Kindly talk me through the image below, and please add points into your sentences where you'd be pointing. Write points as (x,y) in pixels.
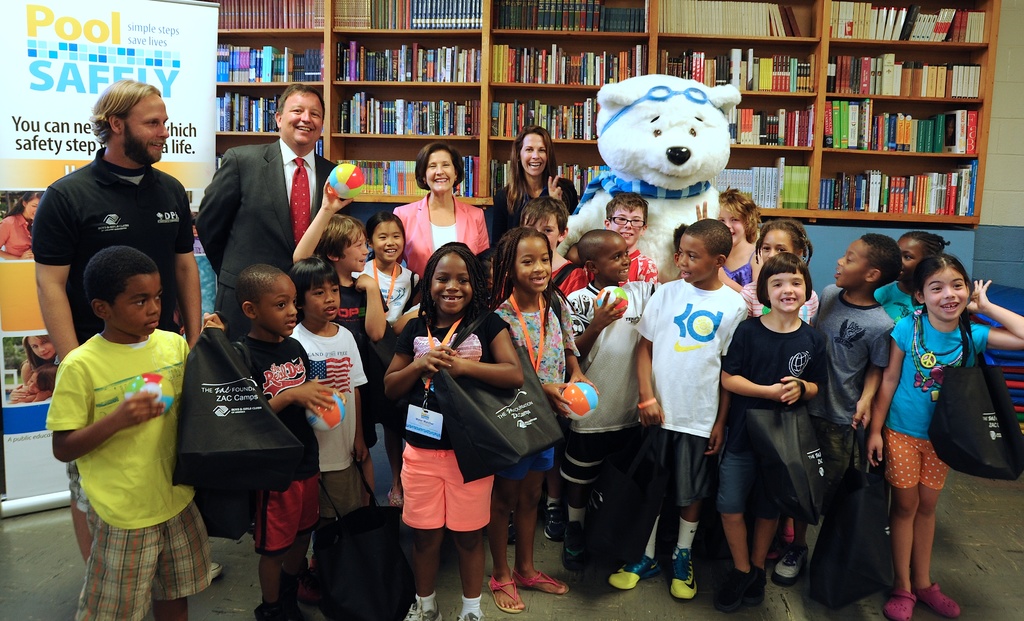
In this picture, we can see a few people (150,116), and a few children (605,254), and we can see a person (723,150) in a costume (620,116), we can see the floor (212,618), and some objects (50,181) on the floor (982,505) like poster (187,148), and we can see some object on the right corner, we can see the wall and a shelf (333,150) attached to it, and we can see some books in a shelf (395,150).
